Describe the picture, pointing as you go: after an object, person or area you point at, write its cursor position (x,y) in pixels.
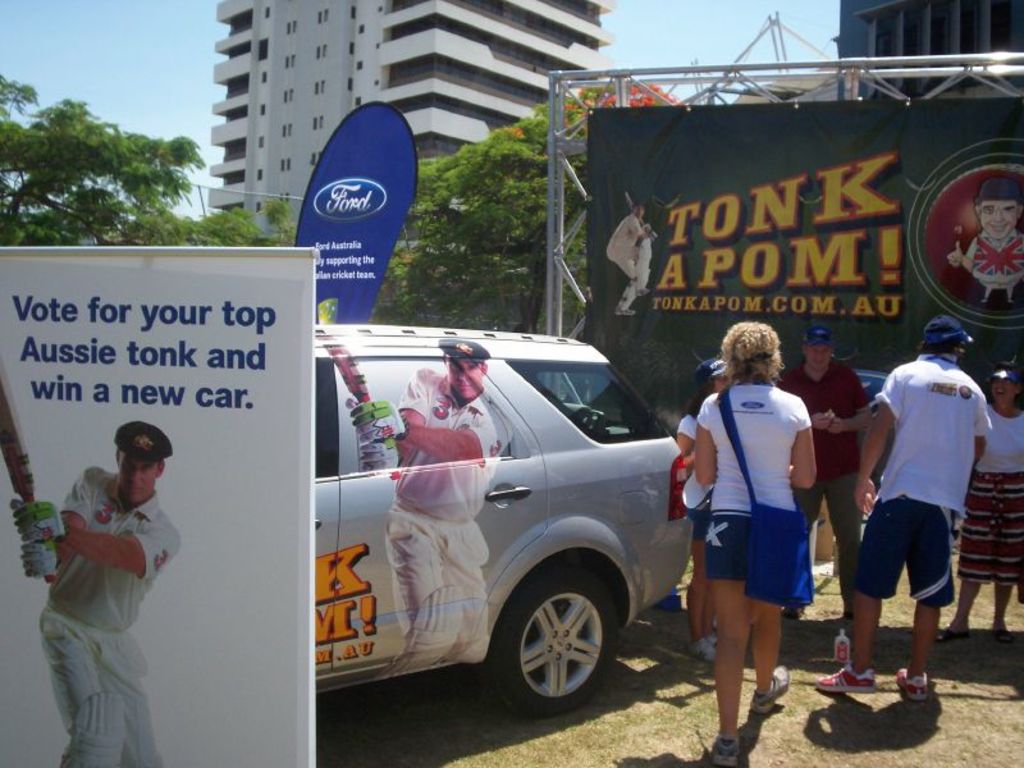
This image consists of five persons (852,607) standing on the ground (899,703). At the bottom (926,761), we can see a grass (582,740). On the left (80,519), there is a banner (42,526). On the right (854,272), we can see a hoarding (800,209). In the middle (532,445), we can see a car (440,575). In the background (43,237), there are buildings (308,31) and trees (14,194). At the top (72,47), there is the sky (91,63). And we can see a picture (410,505) on the car (420,659) along with the text (372,617).
